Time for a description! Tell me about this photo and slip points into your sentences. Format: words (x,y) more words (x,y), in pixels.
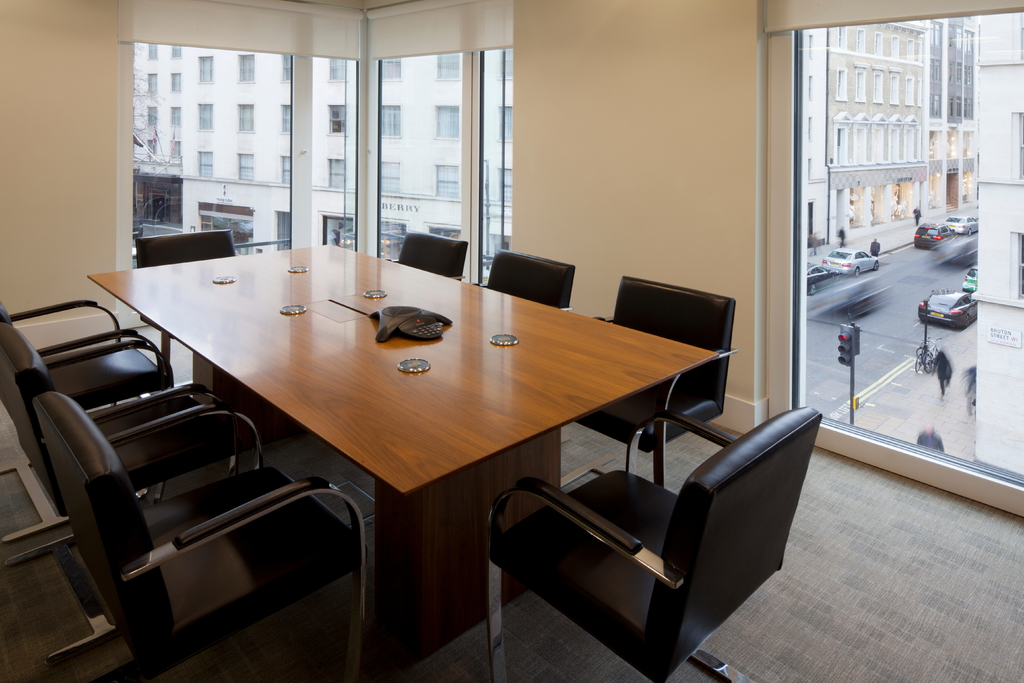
In this picture there is a view of the room (346,463). In front (532,449) we can see wooden table (511,355) with some chairs (549,553). Behind we can see the glass (454,175) in the wall (590,176) from which road (870,317) and some buildings (205,208) are visible.
